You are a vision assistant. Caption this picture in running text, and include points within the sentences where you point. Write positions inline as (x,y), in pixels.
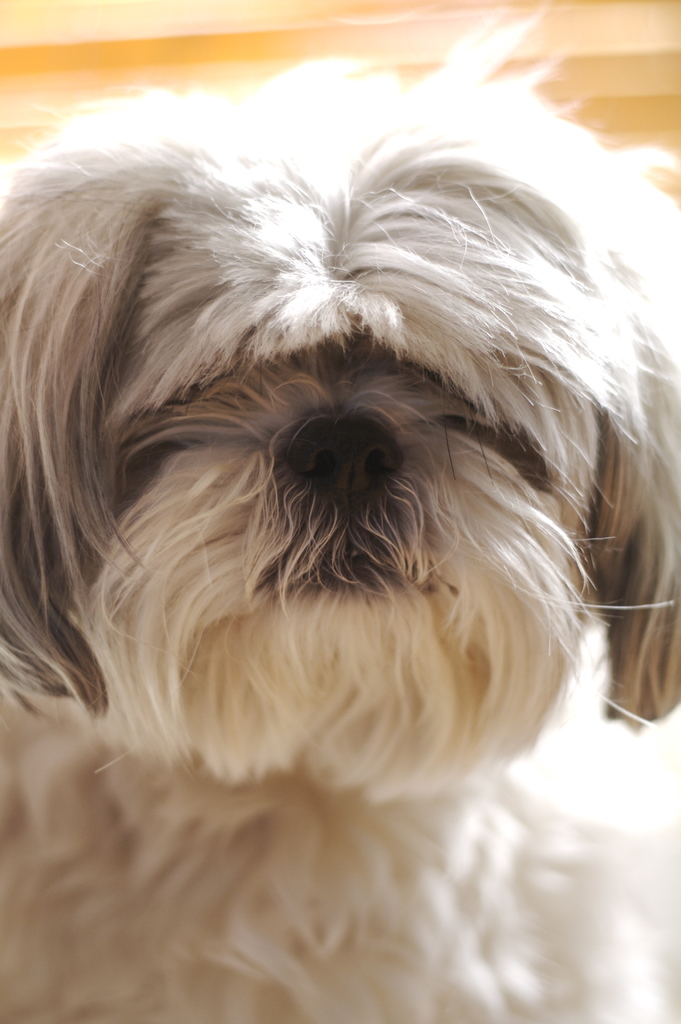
In this picture we can see a white dog (319,267).
